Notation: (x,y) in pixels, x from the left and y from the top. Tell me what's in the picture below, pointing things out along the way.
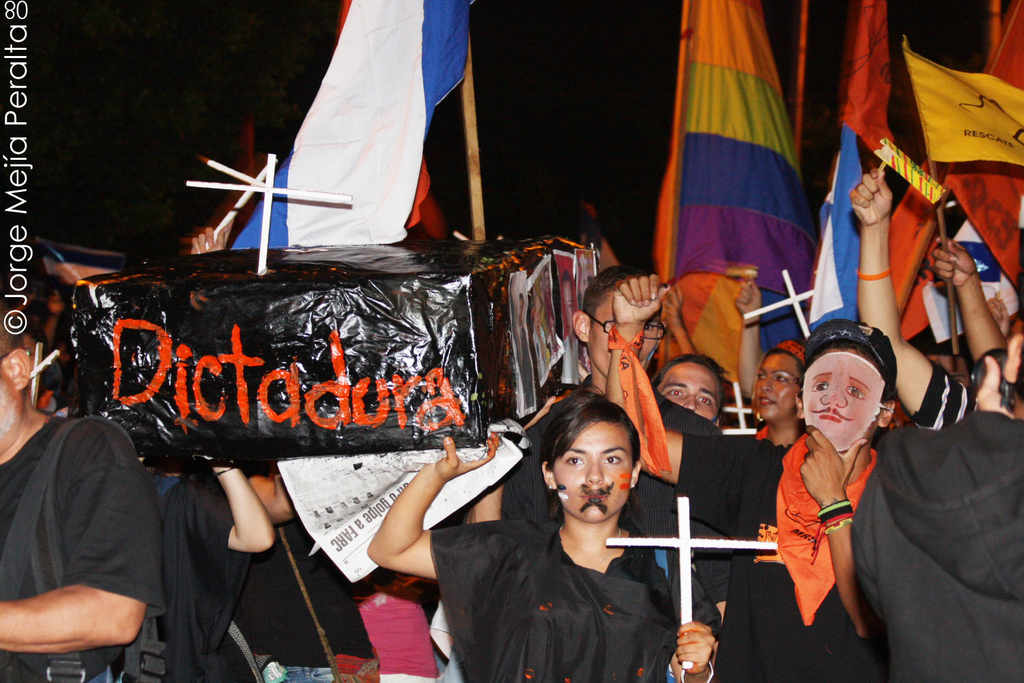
There are group of people (437,590) standing. Among them few people (586,468) are holding holy cross symbols (724,432), flags (781,288) and the box (572,355). The background (200,75) looks like dark. This is the watermark (10,253) on the image.
